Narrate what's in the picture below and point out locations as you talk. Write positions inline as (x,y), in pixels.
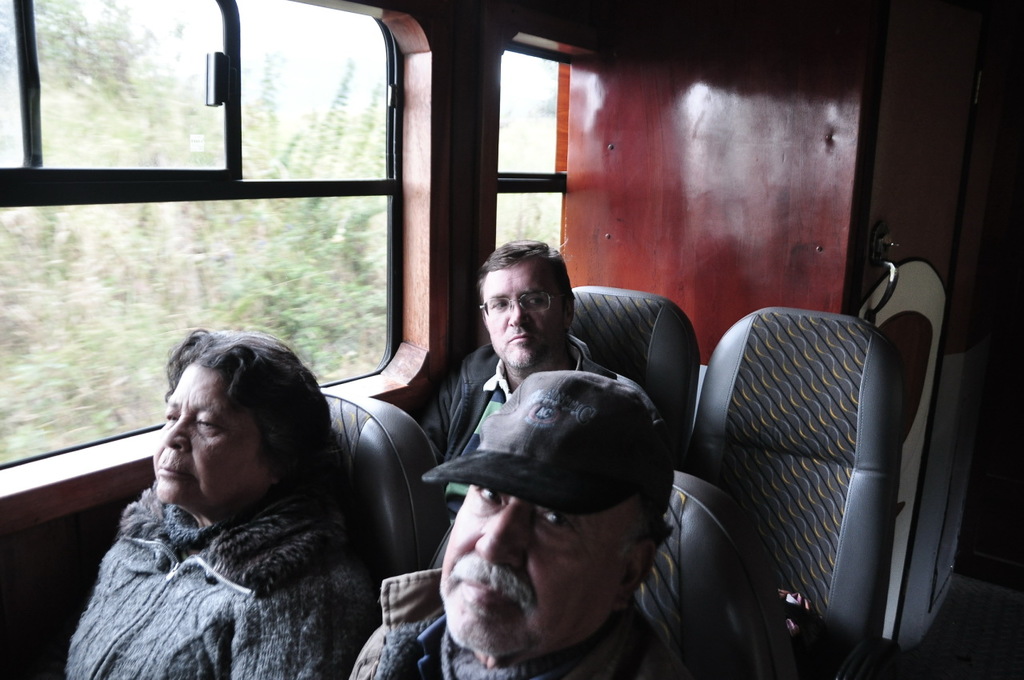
This is an inside view of a vehicle (990,226). In this picture we can see three people (297,375) sitting on the chair (349,485). Few trees (320,306) are visible in the background (71,54).
